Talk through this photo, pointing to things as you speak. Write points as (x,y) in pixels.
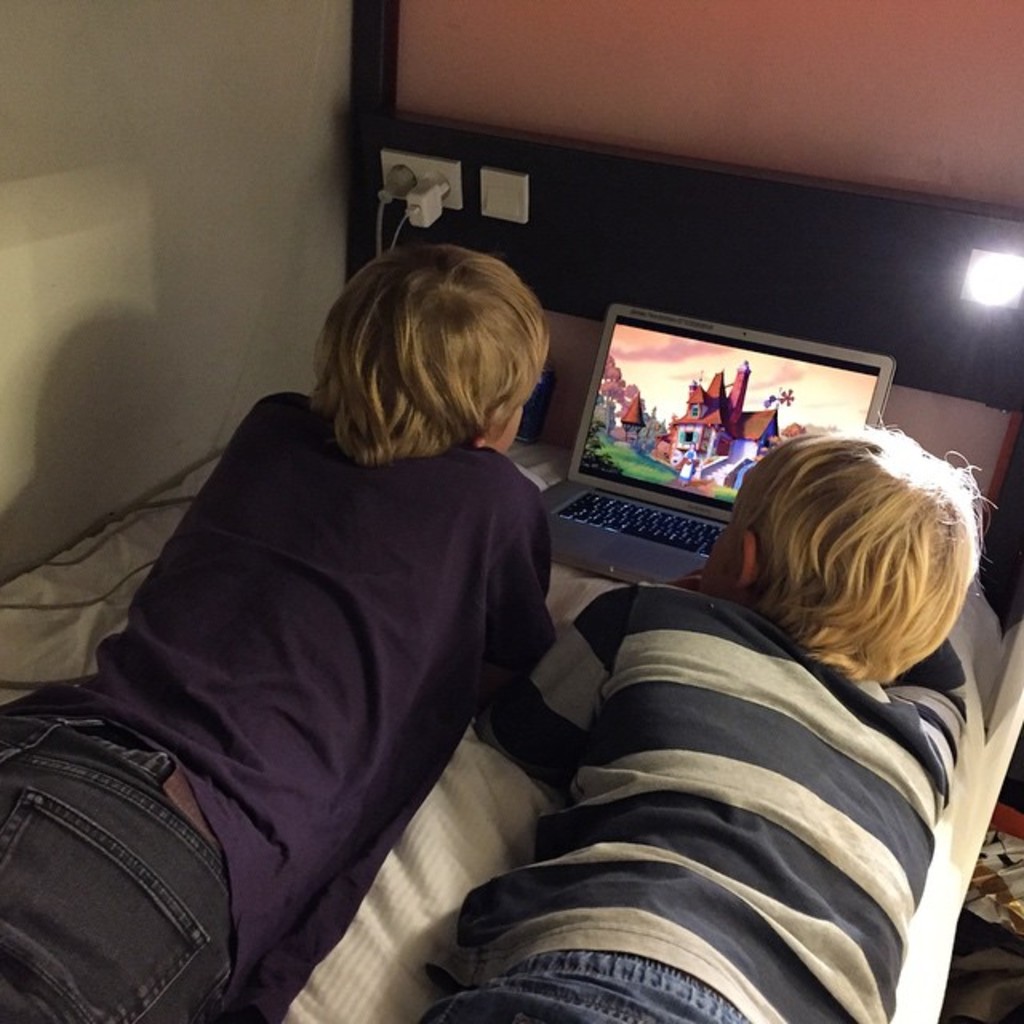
In this image I can see two people (247,986) are lying on the bed (109,616). In-front of them there is a laptop (614,509), light (1005,279), socket (450,185), plugs (448,183) and wall (641,98).
